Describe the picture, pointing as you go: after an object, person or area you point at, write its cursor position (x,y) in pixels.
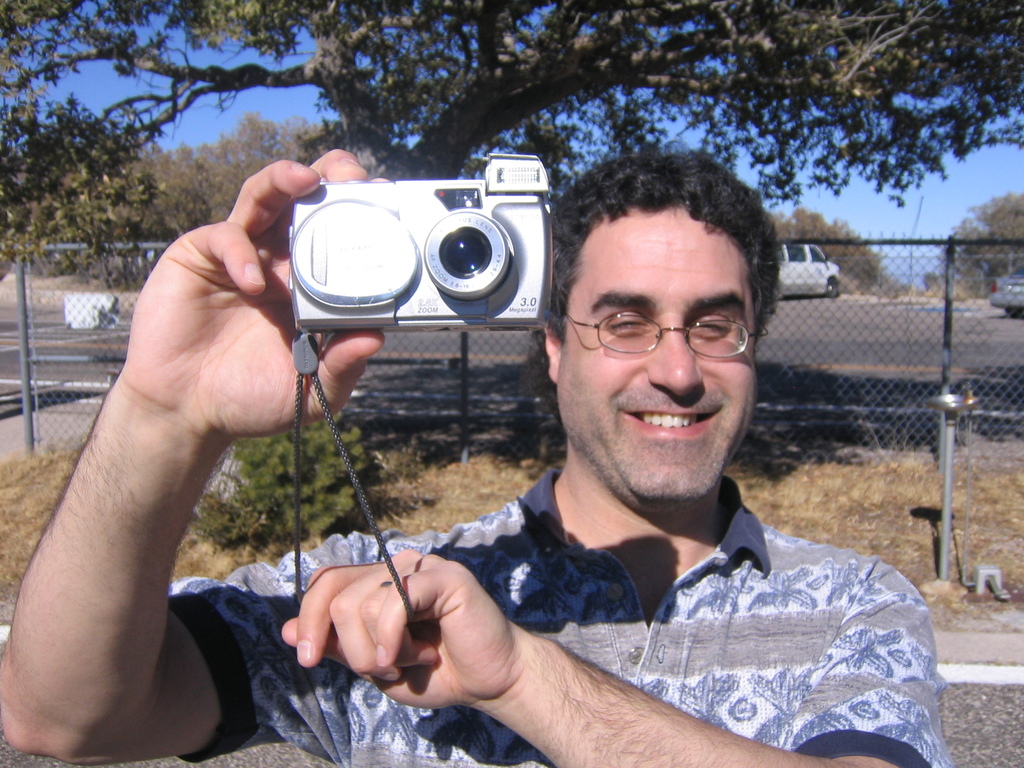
Here we can see a man (354,551) with a camera (392,248) in his hand (314,166) smiling and behind him we can see a fencing (99,356), trees (463,131) and cars (792,269) present.
